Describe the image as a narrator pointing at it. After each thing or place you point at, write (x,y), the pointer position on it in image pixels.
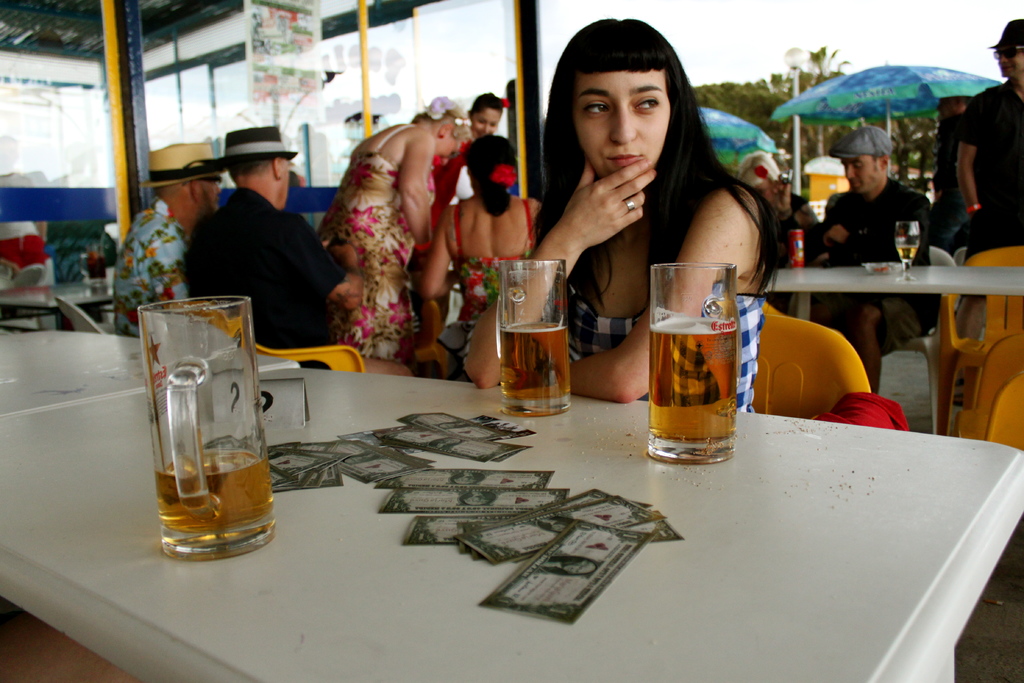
in this image and in this room (207,7) some people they are standing and some people (270,317) they are sitting on the chair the table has money (473,442), beer mugs (178,478) and the background is sunny.
